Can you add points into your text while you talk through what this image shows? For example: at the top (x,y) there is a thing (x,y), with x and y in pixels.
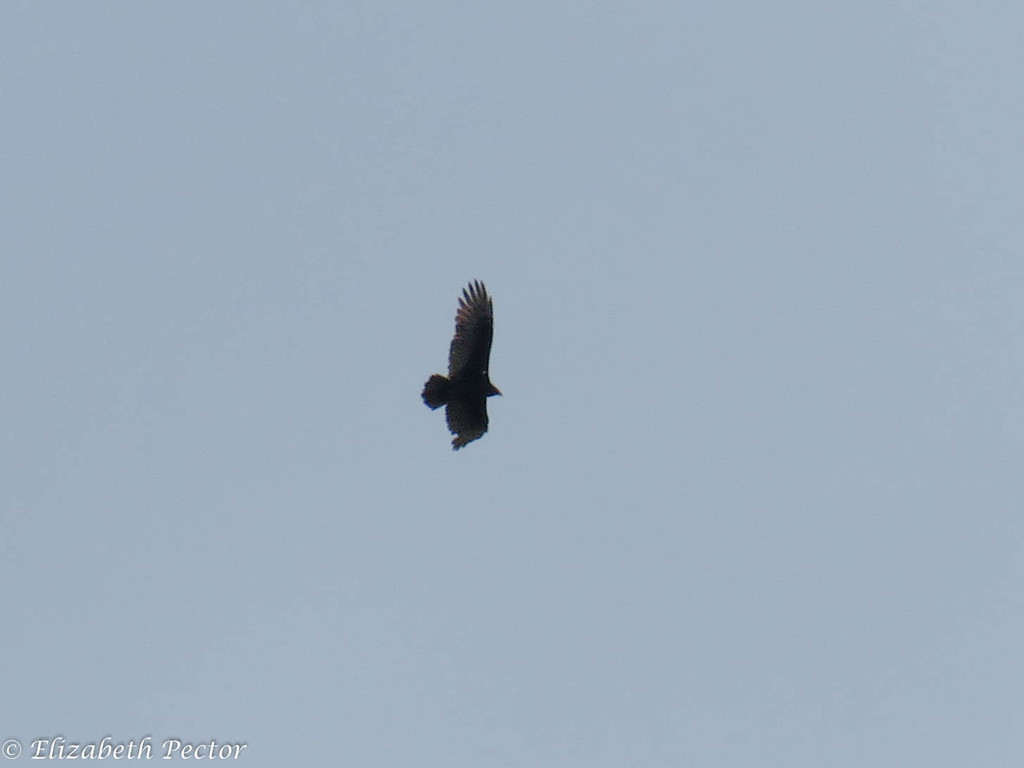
In this image I can see a black colour bird (489,399) in air (522,532). In the background (427,308) I can see the sky (626,95) and in the left bottom side (206,758) I can see a watermark (212,746).
